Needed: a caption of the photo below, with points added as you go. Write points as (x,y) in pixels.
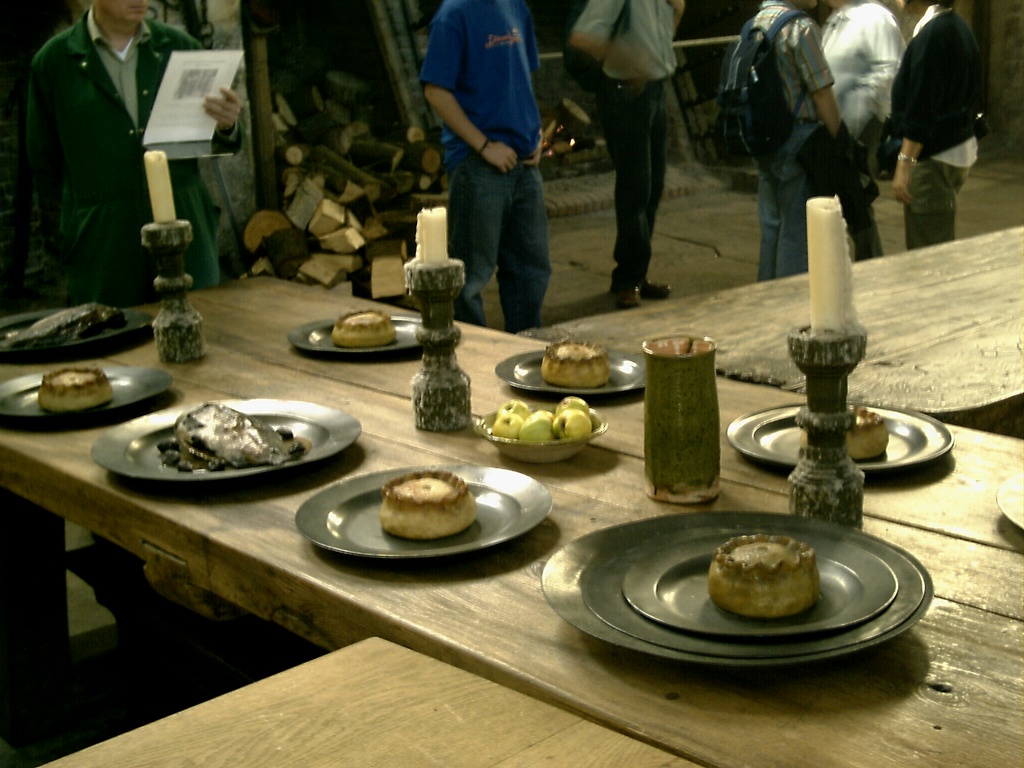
As we can see in the image there are few people (470,88) standing over here and there is a table (408,416). On table (529,662) there are plates (269,424), glasses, candles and some food items (280,441).
